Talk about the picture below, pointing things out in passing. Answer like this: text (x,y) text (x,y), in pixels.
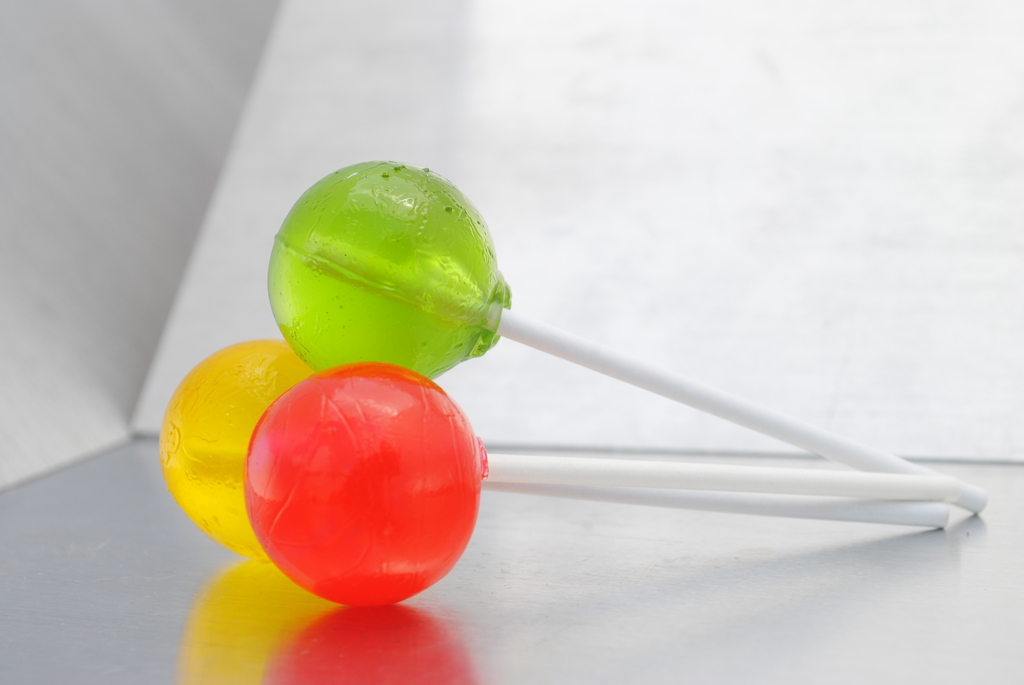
In this picture we can see three lollipops (244,343) of different flavors are placed on a platform (243,643).
